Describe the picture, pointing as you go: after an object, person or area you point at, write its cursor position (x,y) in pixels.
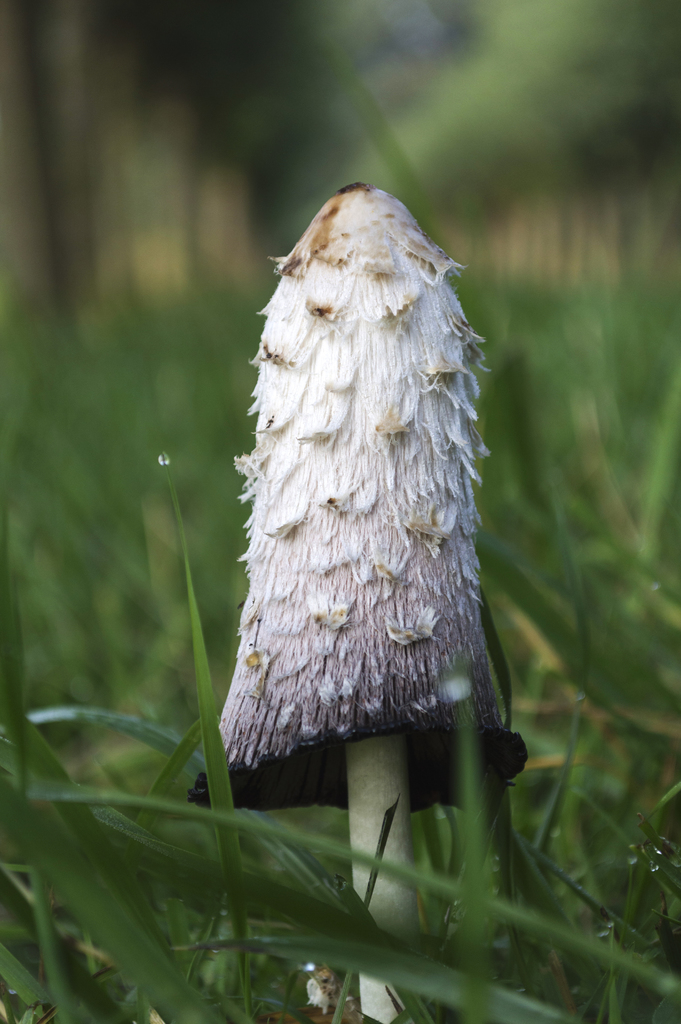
In this image I can see the mushroom (347,713) in white color and I can see the grass (165,343) in green color.
